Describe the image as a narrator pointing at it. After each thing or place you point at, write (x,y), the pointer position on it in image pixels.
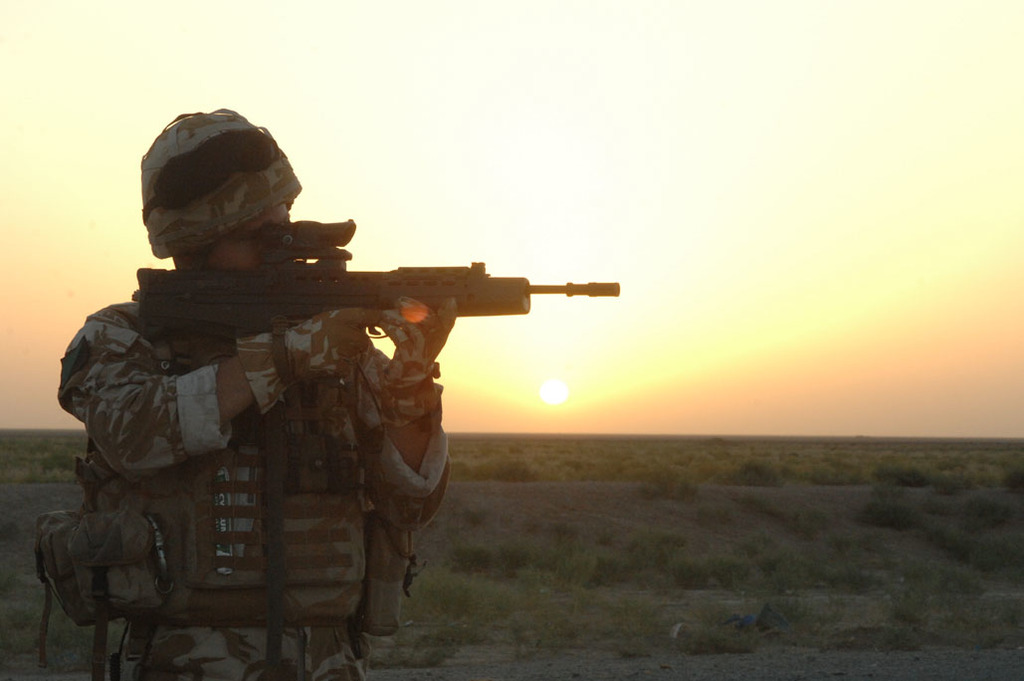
In the picture I can see a man (270,445) is standing and holding a gun (366,294) in hands (363,342). The man (363,342) is wearing a helmet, uniform (201,389) and some other objects (258,459). In the background (557,424) I can see the sun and the sky (510,408).
